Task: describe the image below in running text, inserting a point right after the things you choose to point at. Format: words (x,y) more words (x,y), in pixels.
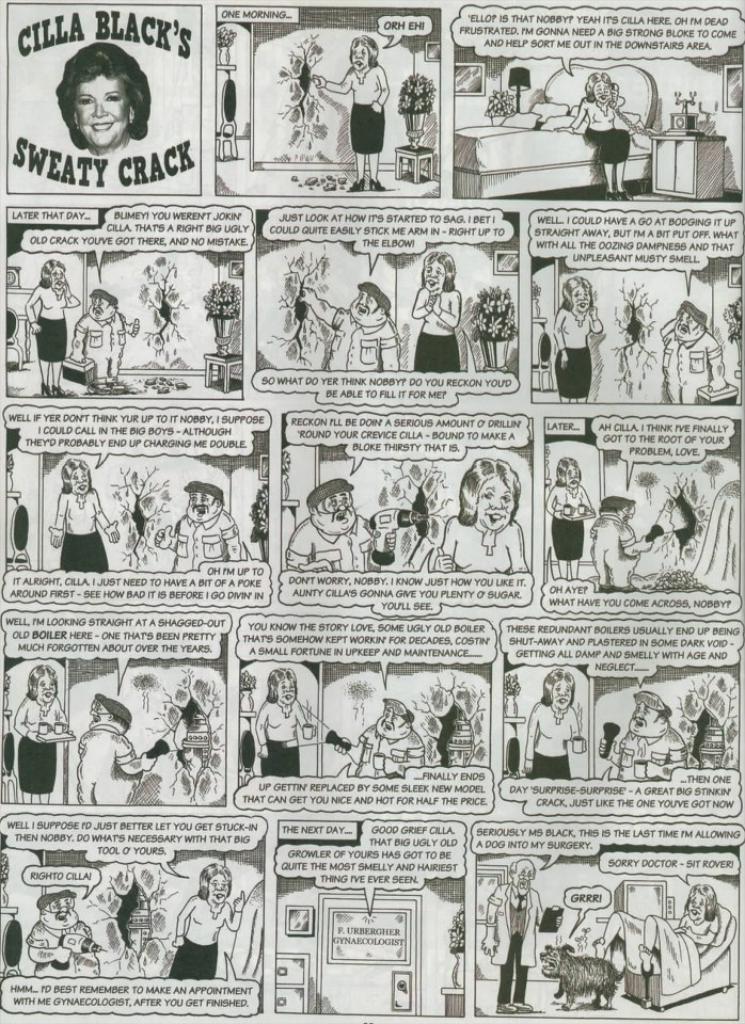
In the image there is a paper (345,275) with comic characters (352,146) with something written on it. At the top left corner of the image (97,54) there is a person face (89,128) with some things (81,35) written on it.
